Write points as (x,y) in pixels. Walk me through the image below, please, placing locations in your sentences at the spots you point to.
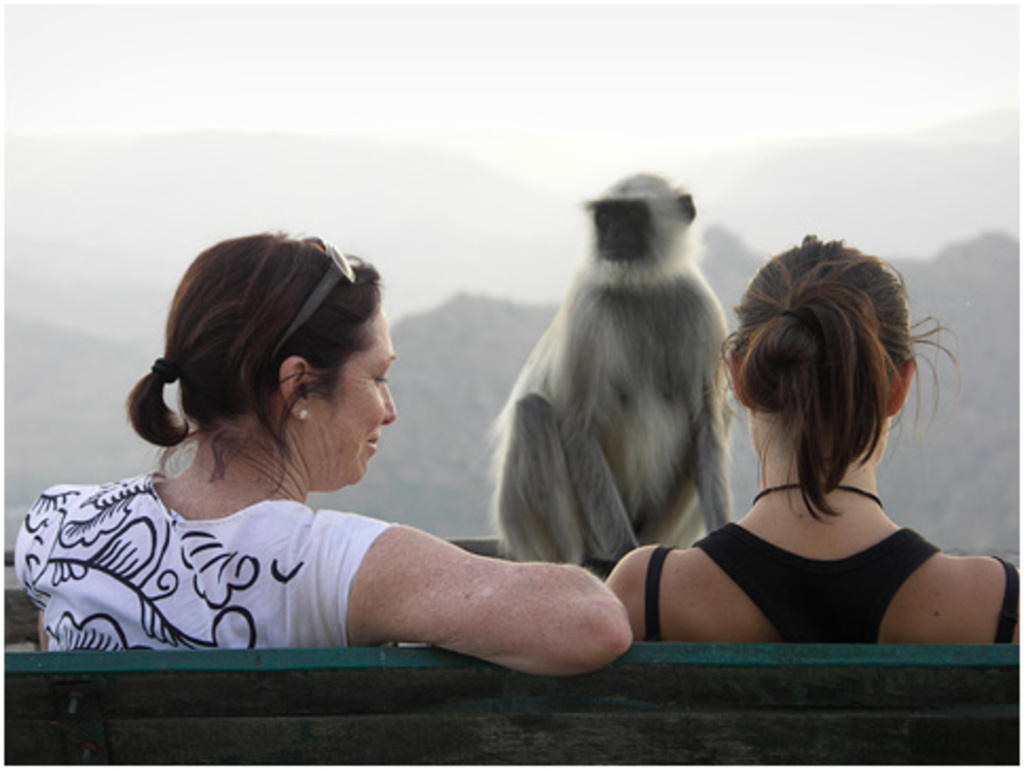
Front this two women (314,540) are sitting on a bench (720,679). This woman (308,549) is looking at the other person (759,415). In-front of them there is a monkey (679,434). Far there are mountains (444,297).
